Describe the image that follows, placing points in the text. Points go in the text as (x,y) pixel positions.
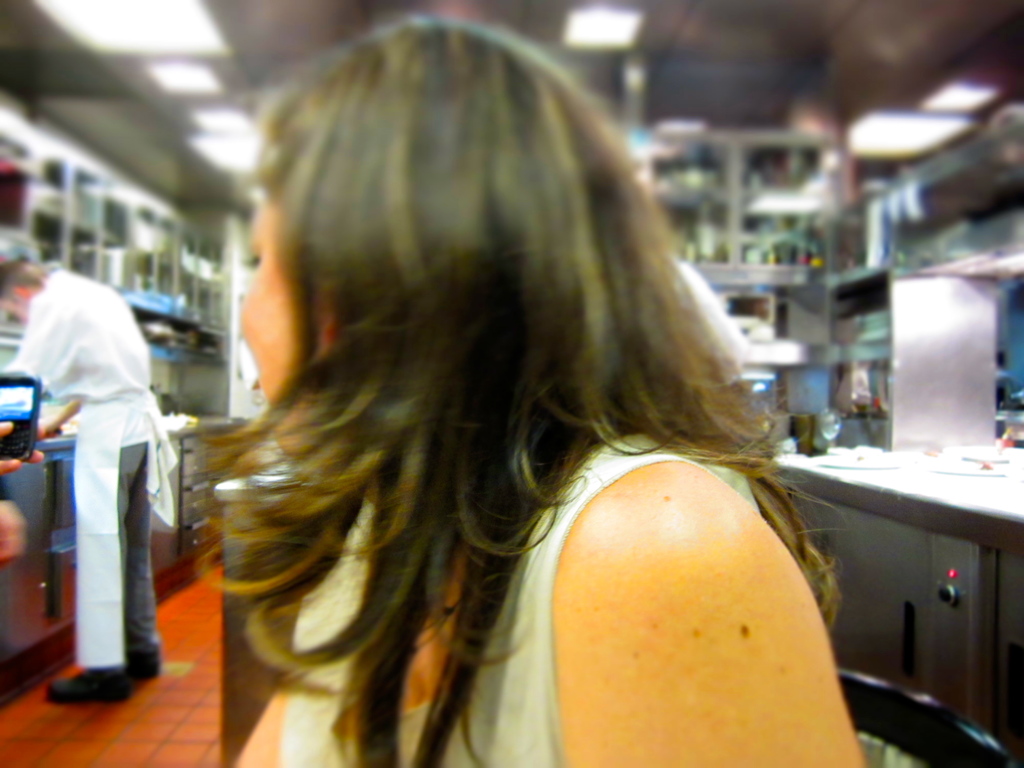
In this picture there is a woman (543,702) and there is a person (147,449) standing and another person (17,461) is holding a mobile (27,410) in the left corner (58,404) and there are some other objects (75,217) in the background (842,266).
